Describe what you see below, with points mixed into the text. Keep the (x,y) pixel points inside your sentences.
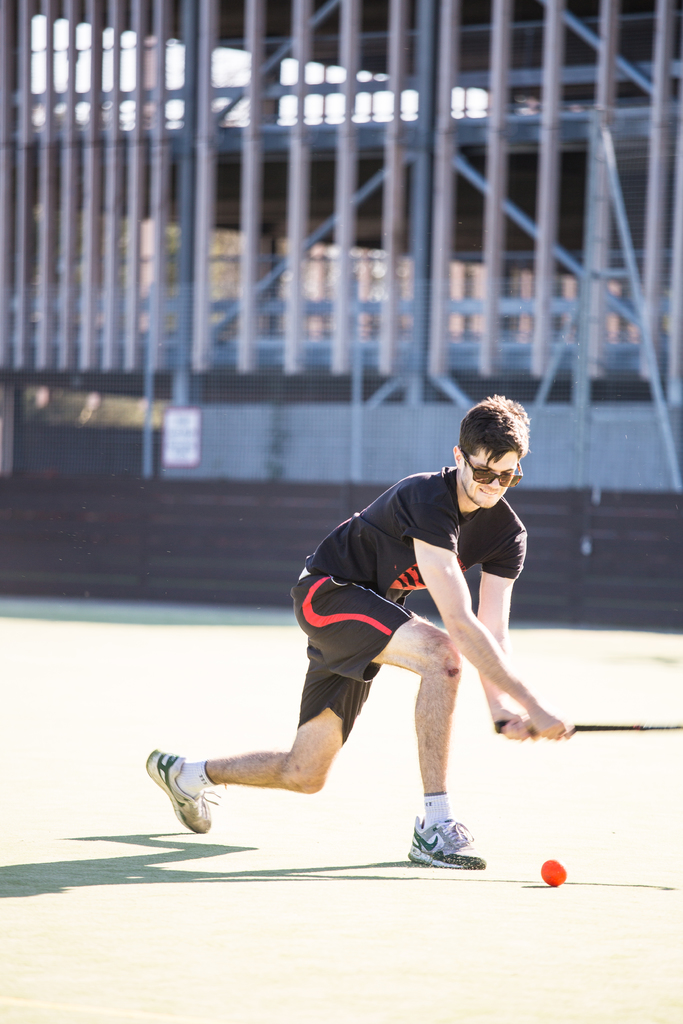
In the image there is a boy (536,722), he is about to hit a ball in front of him and the background of the boy (402,649) is blur.
